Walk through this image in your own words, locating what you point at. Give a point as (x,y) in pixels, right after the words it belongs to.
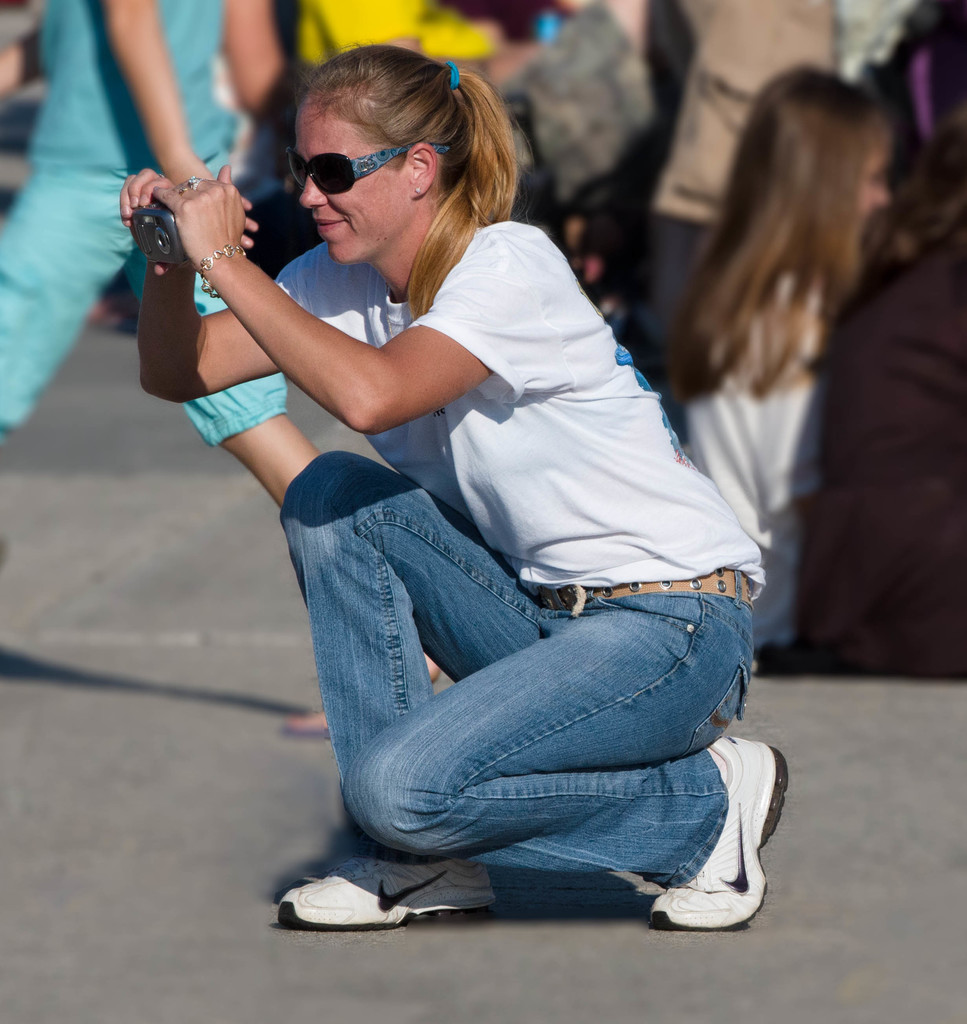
As we can see in the image there are few people (688,298) here and there. The woman (481,432) over here is wearing white color t shirt (548,432), white color shoes (760,810) and holding a camera (162,228) in her hand (180,230).
